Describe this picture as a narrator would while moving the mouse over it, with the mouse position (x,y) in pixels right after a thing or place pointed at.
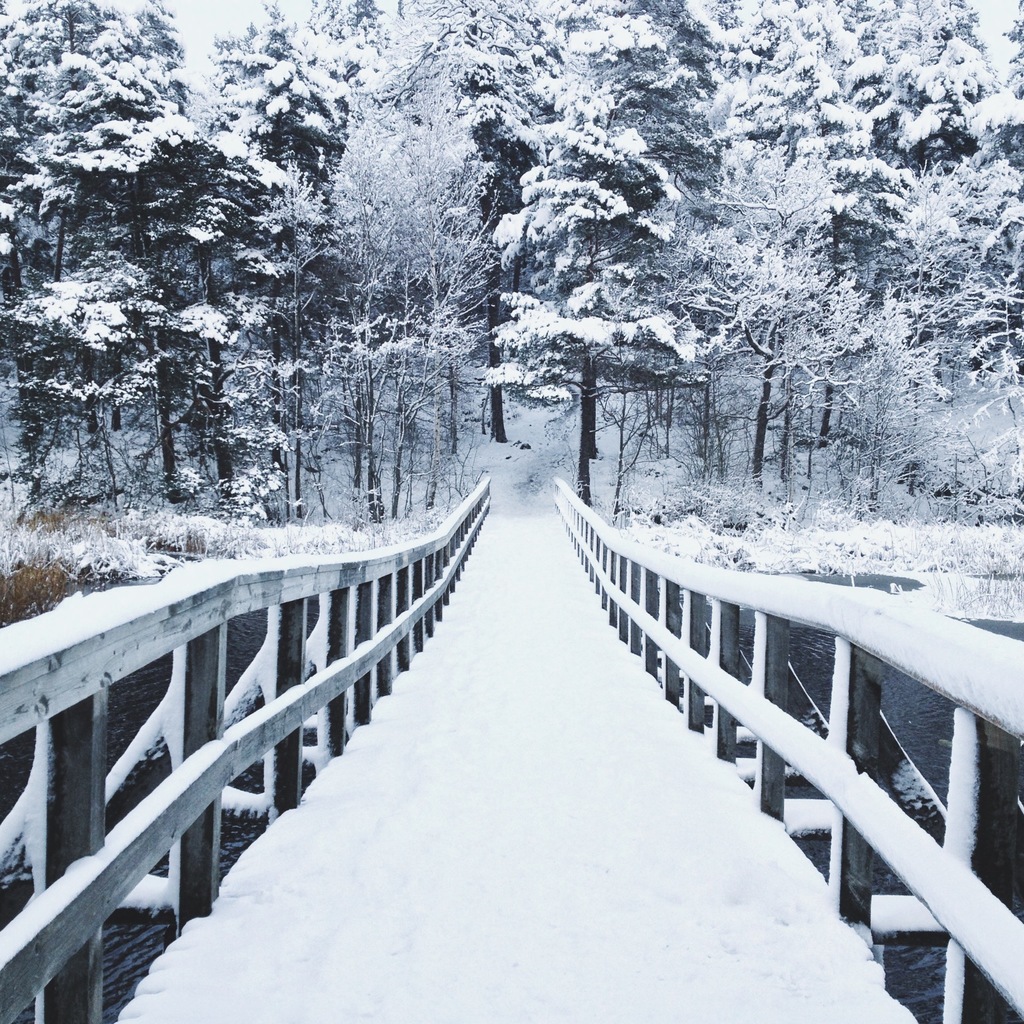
In this image we can see a bridge (574,531) containing snow (709,768) on it. In the background (1008,558) we can see group of trees (506,206), plants (130,478) and water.
